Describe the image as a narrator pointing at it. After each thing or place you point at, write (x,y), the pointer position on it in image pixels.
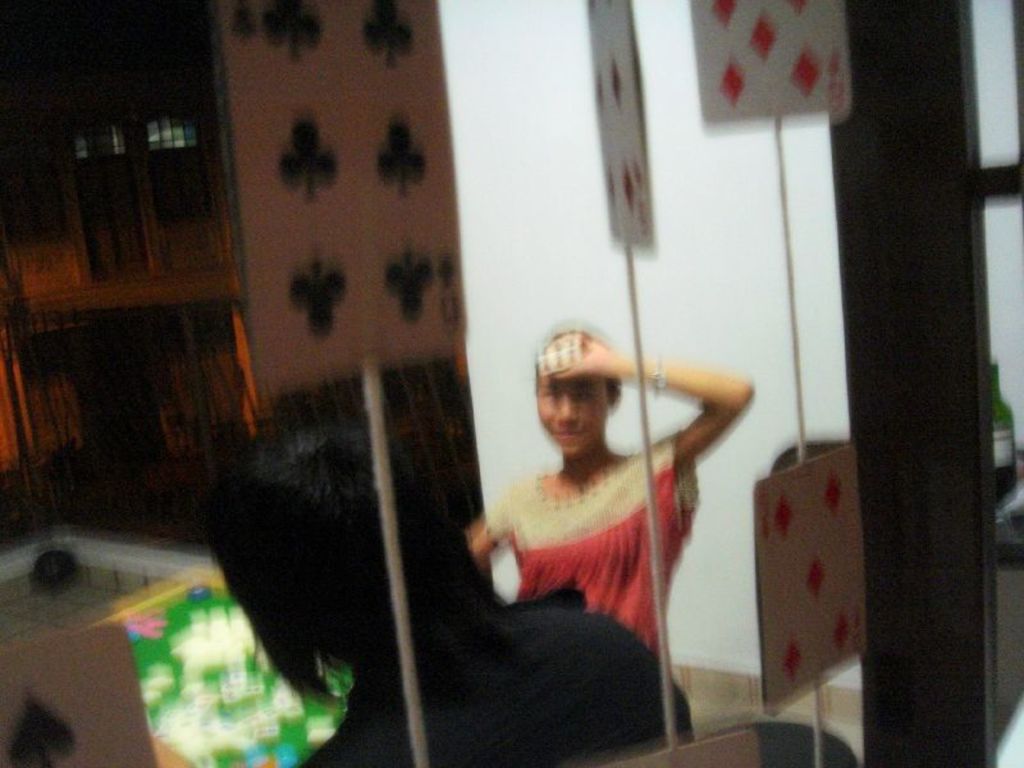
In this picture we can see two persons (470,617) where a woman (548,500) holding a card (549,359) with her hand (609,376), poles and in the background (122,188) we can see windows (122,175).
